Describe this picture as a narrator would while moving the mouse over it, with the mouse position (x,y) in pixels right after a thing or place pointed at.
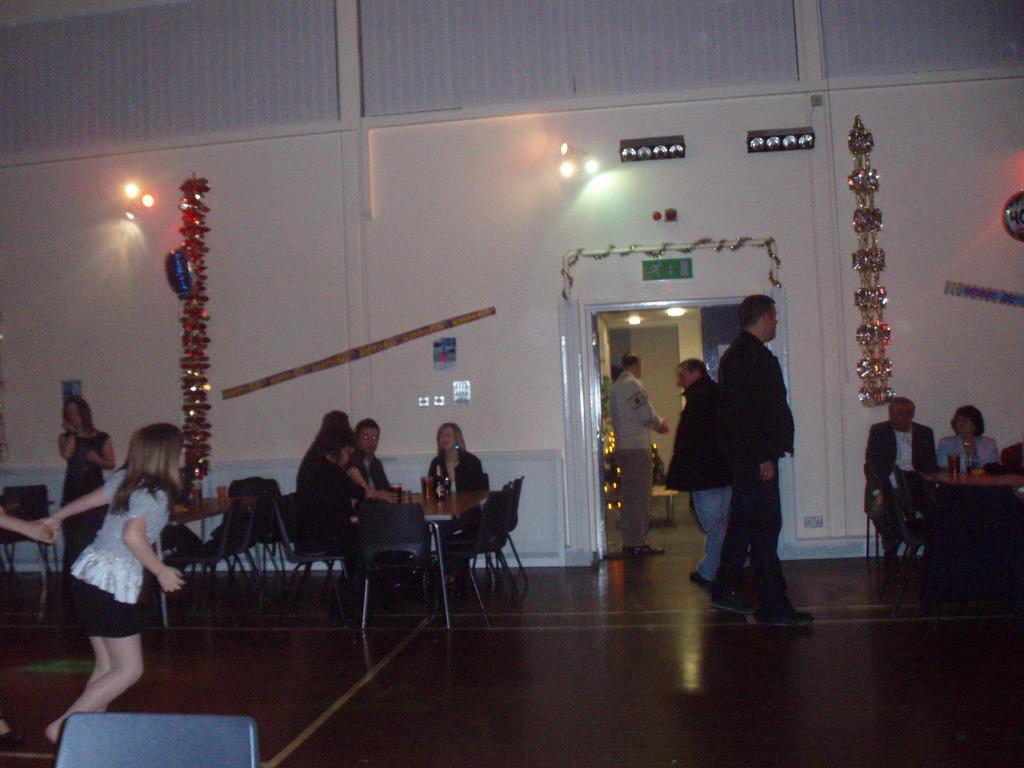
In this image we can see people (462,471) sitting on the chairs (274,516) and some are standing on the floor (451,655). There are tables (453,500) and on the tables (184,519) we can see beverage glasses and bags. In the background (564,441) we can see doors (567,455), electric lights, sign boards (451,362) and decors (427,332) attached to the walls (238,239).
